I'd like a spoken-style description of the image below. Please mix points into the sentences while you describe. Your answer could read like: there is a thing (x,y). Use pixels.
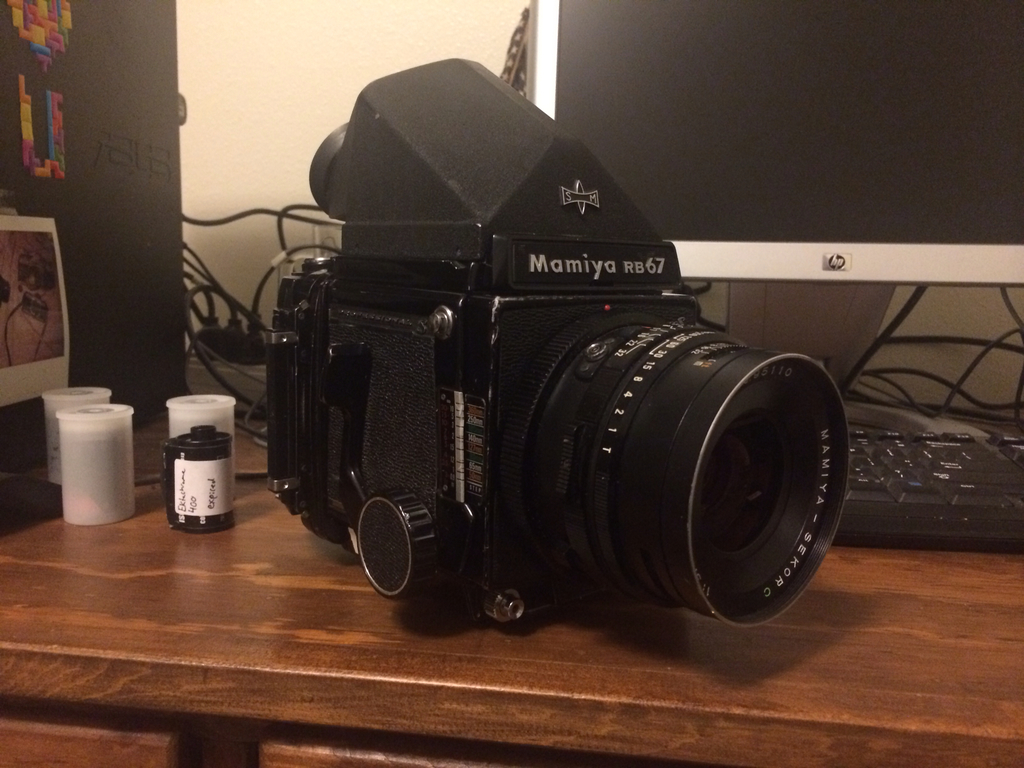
As we can see in the image there is a white color wall (284,106), screen (607,73) and table (546,649). On table (788,621) there is a keyboard (970,543), camera (481,429), switchboard (233,331), film canisters (181,432) and there are photo frames (61,365).
